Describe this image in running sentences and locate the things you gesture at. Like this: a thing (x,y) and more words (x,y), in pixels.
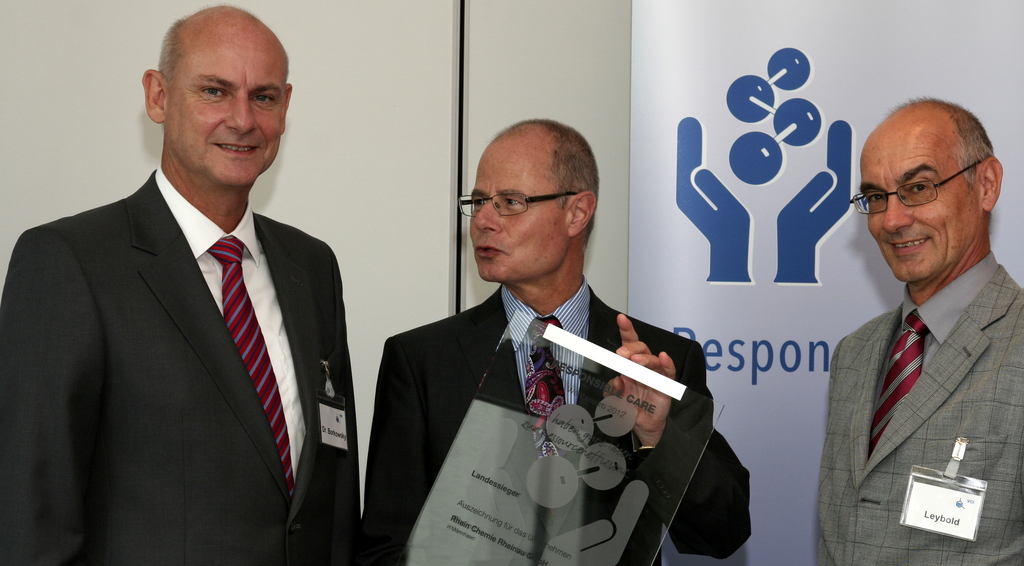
In the image we can see three men (433,412) are standing and the middle person (374,461) is holding a glass board (578,406) in his hand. In the background (578,110) there is a wall (314,164) and a hoarding (659,148).
